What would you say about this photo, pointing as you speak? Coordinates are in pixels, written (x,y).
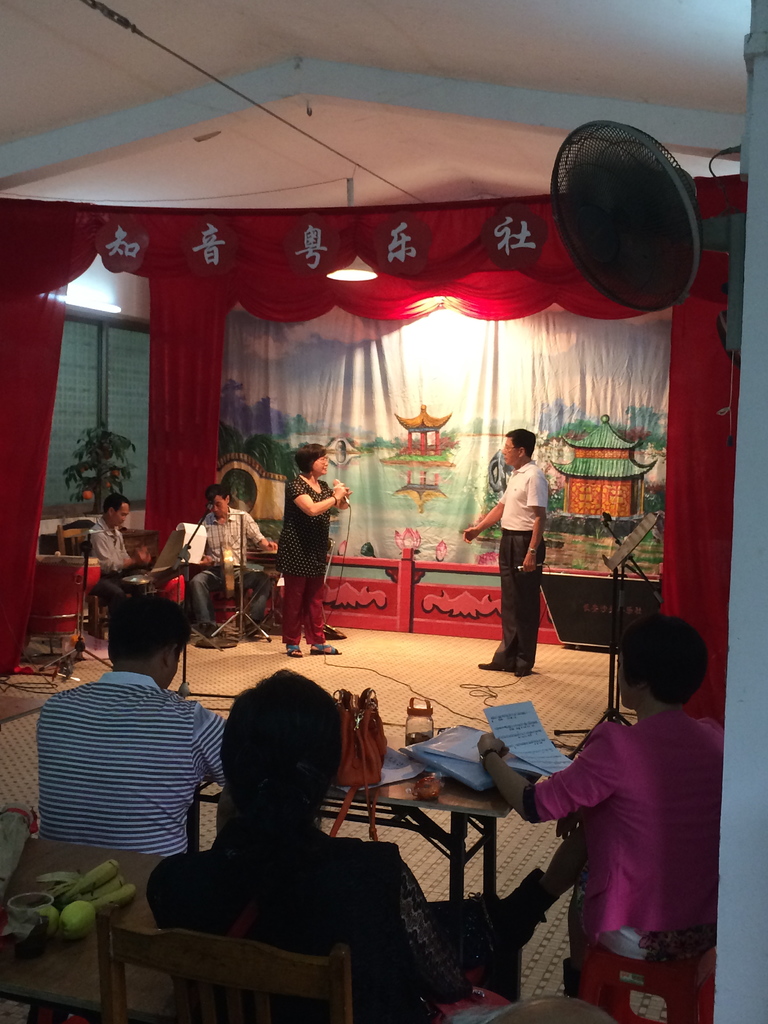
In this picture we can see some people (182,804) sitting on chairs (185,971) and two people (284,544) are standing on the floor (583,685), tables (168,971), bag (366,767), bottle (425,721), glass (33,909), papers (520,728), stands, cables (470,694), fan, musical instruments (81,575), mic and some objects (5,853) and in the background (104,361) we can see the lights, plant (103,461), window (92,412).
